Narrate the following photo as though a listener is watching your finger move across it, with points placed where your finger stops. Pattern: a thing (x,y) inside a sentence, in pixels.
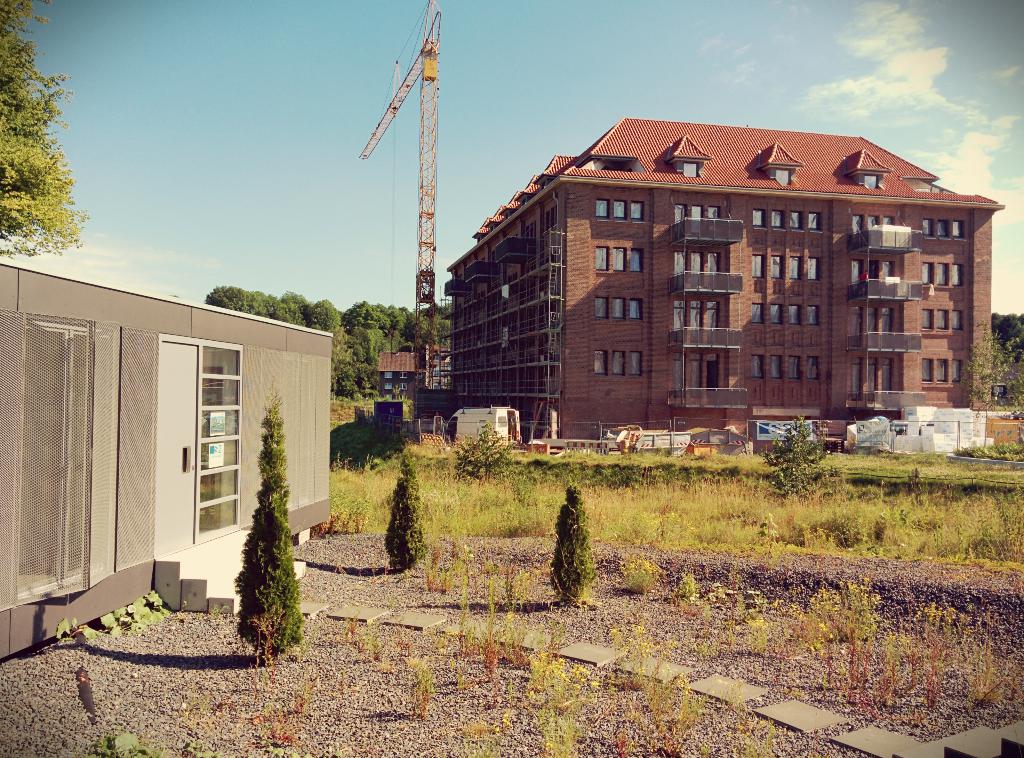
In this picture, we can see a few buildings (589,366), house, ground (266,678) and some objects (360,606) on the ground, trees (321,314), grass (925,506), plants (907,511) towers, and we can see the sky (997,305).
